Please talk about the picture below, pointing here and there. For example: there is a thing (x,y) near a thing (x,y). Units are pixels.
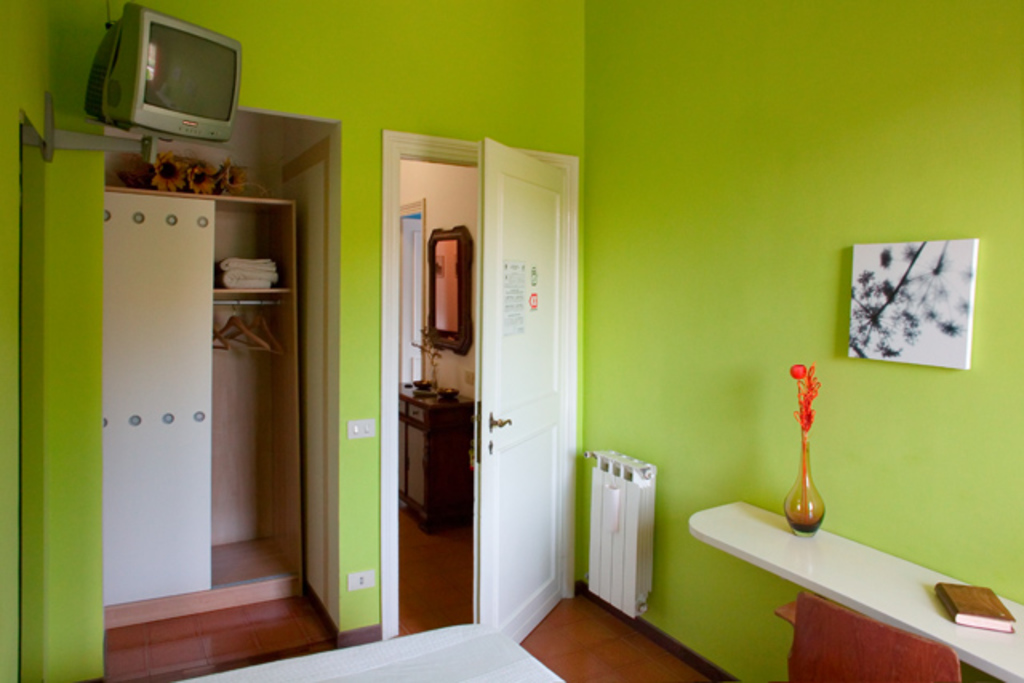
In this picture I can see a television (195,80), there is a frame (921,357) and a mirror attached to the wall (902,230), there is a flower vase (802,442) and a book (970,596) on the shelf (871,599), there is a cupboard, there are doors (416,285), there are some items (227,285) in a wardrobe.
